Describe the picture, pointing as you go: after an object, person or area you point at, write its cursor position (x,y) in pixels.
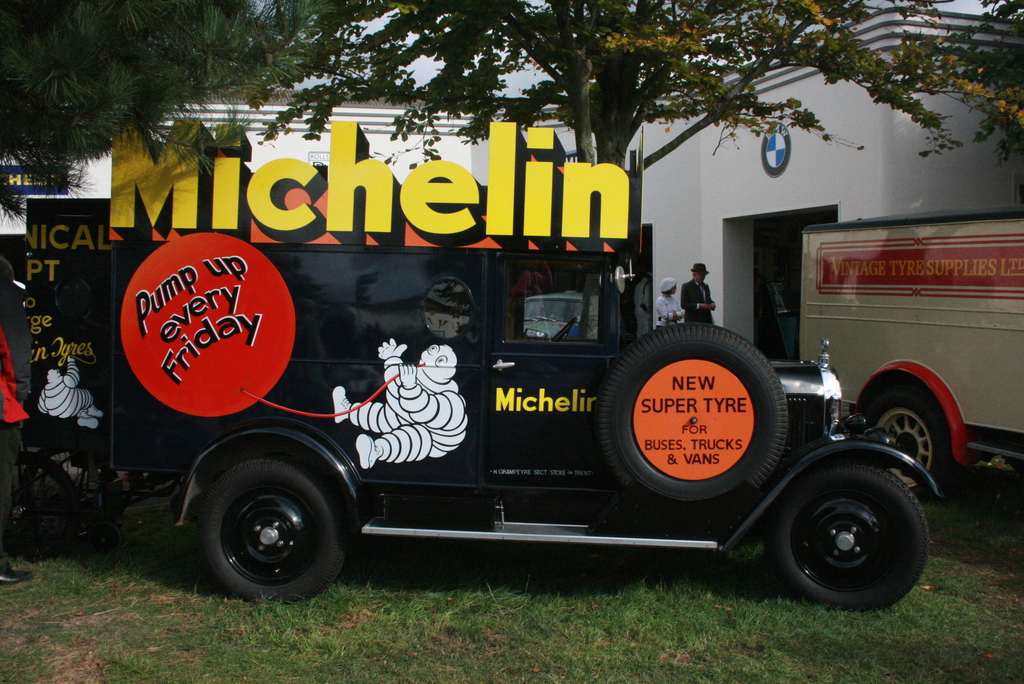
In this picture we can see few vehicles (739,472) on the grass (645,594), in the background (723,300) we can find few people (696,320), buildings (387,143) and trees (422,97).
